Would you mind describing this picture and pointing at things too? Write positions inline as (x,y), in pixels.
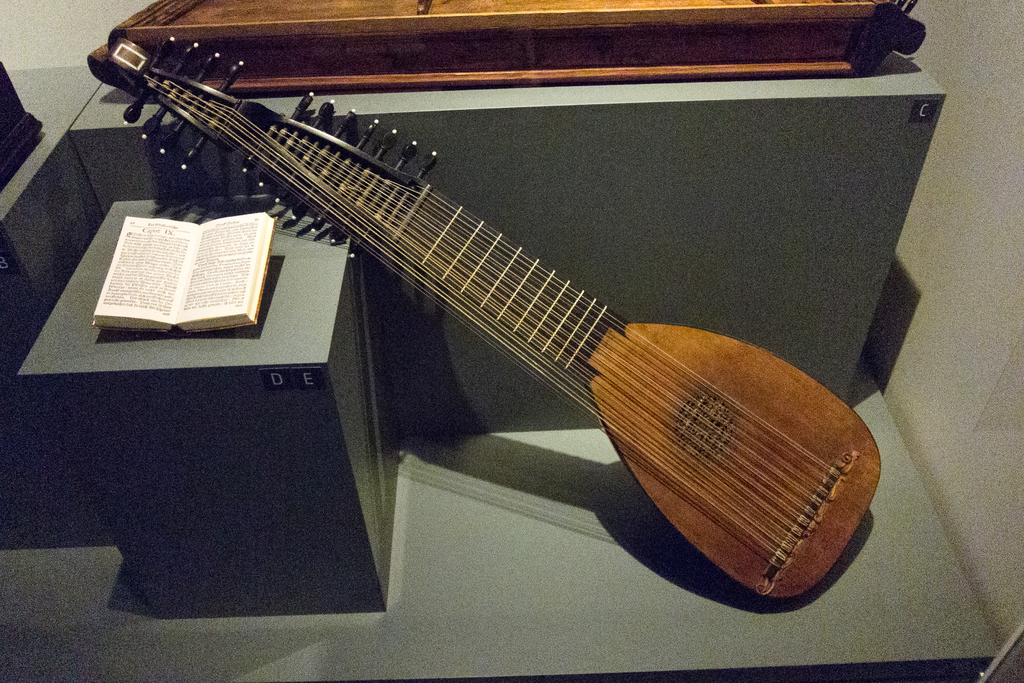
In this image we can see a musical instrument (284,132), book (231,250), and an object (565,58) on the platform (477,165).
